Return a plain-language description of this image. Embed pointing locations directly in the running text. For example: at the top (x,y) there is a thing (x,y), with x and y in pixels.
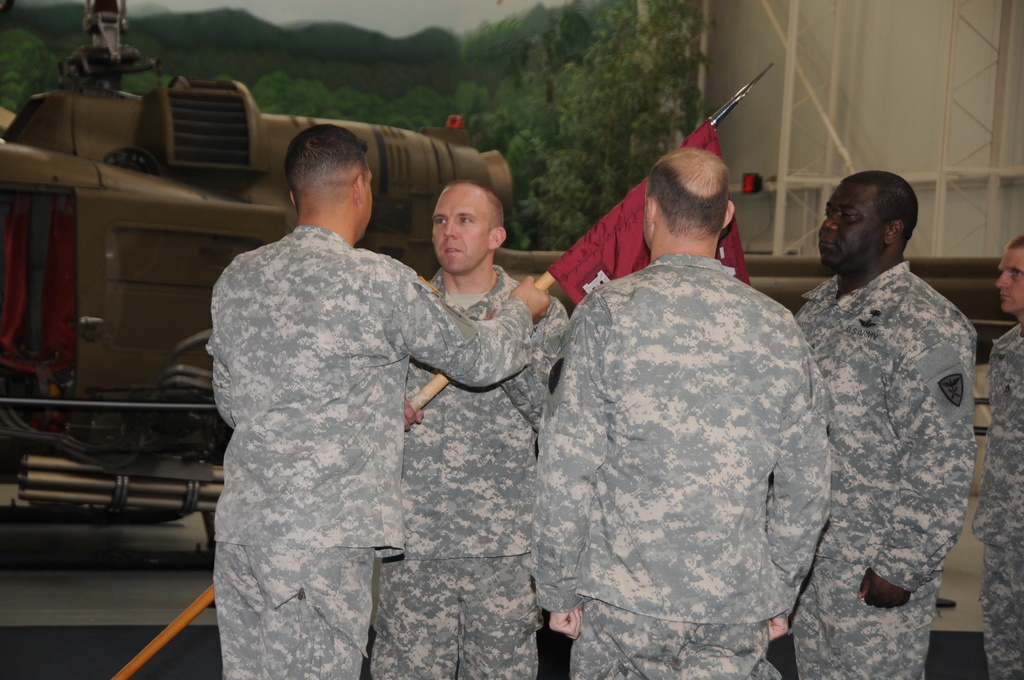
In the center of the image (430,331) we can see people (770,528) standing. They are wearing uniforms (757,485). The man (546,300) standing on the left (284,541) is holding a flag (618,273) in his hand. In the background (233,230) there is a helicopter (281,192), trees (579,122) and a wall (833,94).
